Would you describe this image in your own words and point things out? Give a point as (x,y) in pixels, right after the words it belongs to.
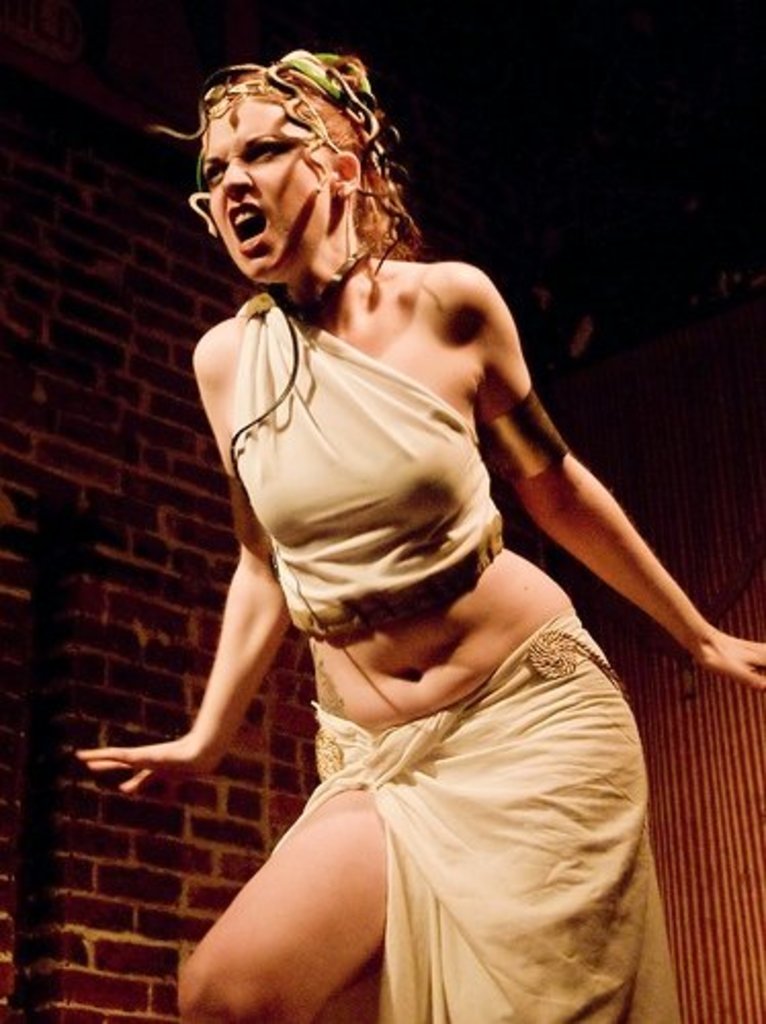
In this image there is a woman (376,703) standing and there is some expression on the face (273,209) of the woman (273,209). In the background (173,544) there is a wall (130,733).
